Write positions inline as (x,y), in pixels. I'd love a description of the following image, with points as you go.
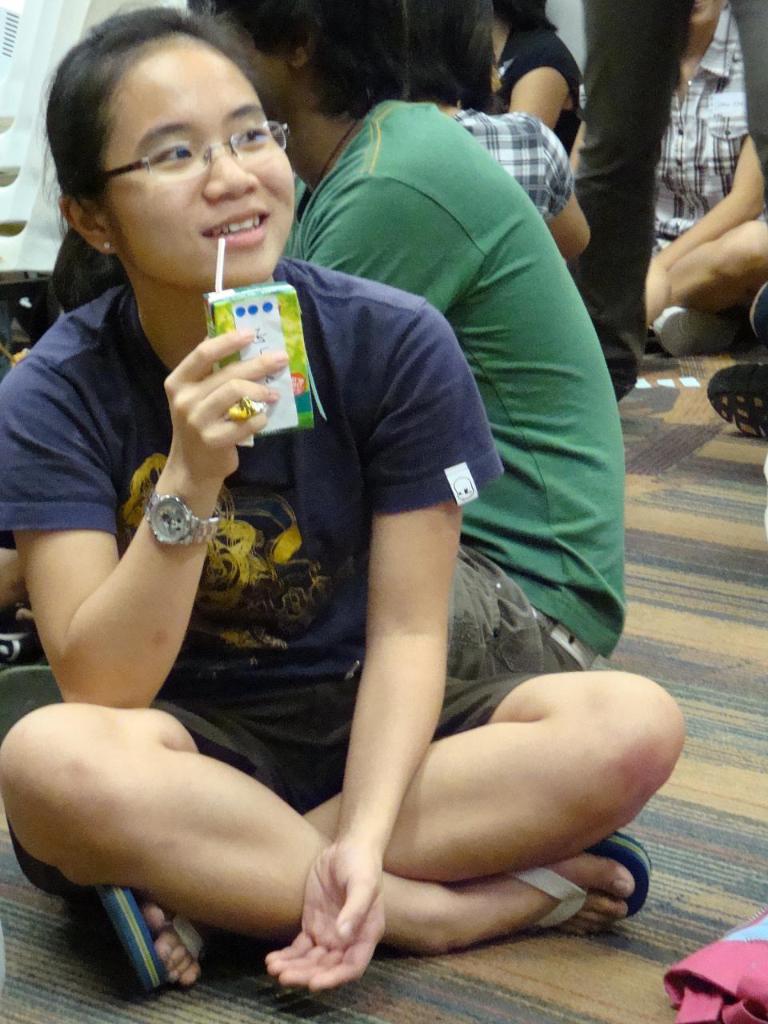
In this image we can see few people (585,415) sitting on the floor (624,927). There is an object (706,980) at the bottom right corner of the image (714,995). We can see a person (595,179) standing at the right side of the image (638,203).
